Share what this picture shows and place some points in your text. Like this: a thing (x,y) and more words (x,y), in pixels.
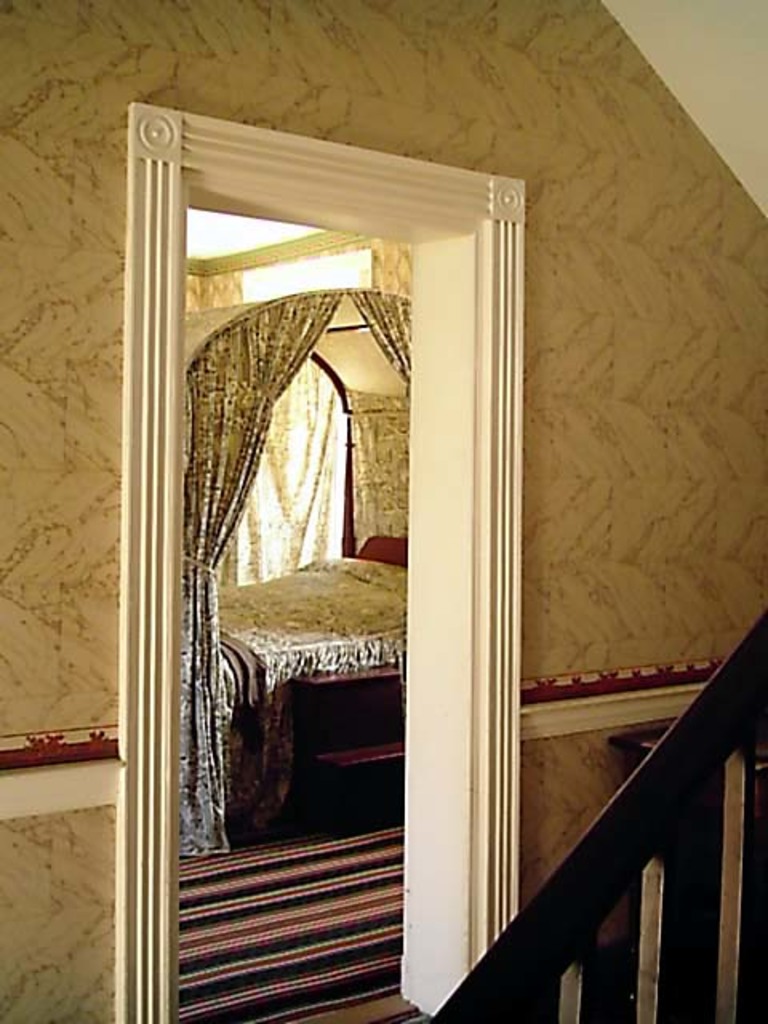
In this picture I can see a bed (387,638), few curtains (298,331) and a wall (474,42).
